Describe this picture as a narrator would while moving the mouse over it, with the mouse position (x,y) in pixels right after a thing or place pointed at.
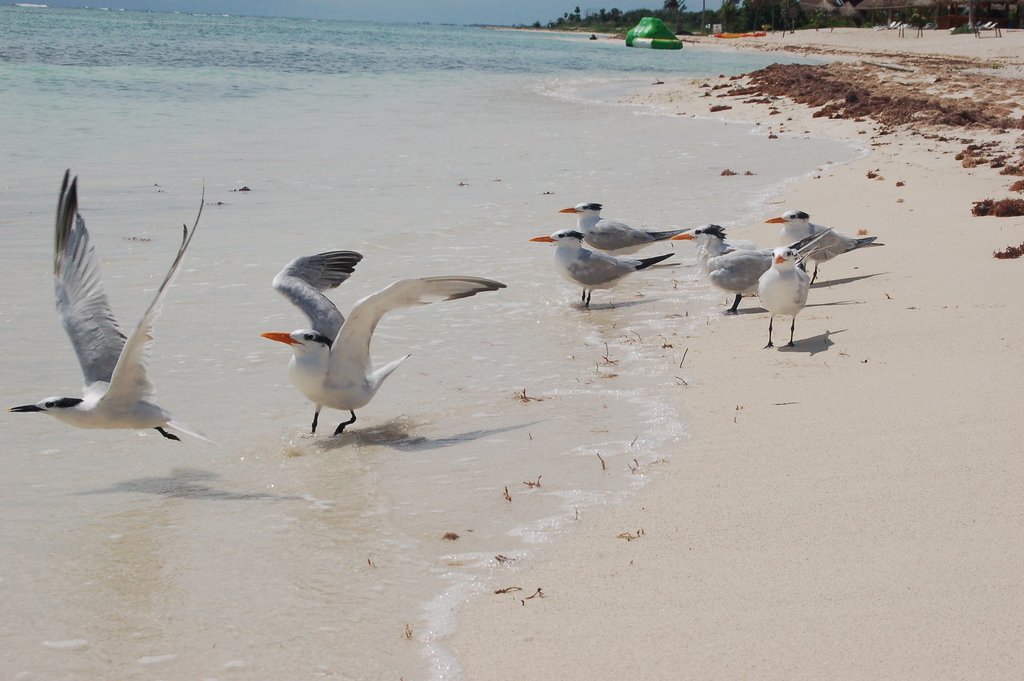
In this picture, we see birds (621,263) in white color. It has orange color beaks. At the bottom (634,560), we see the sand (783,566) and the water (309,177). This water (371,95) might be in the sea (253,125). In the background (645,39), we see a tent (671,38) or a boat (631,36) in green color. In the right top (889,15), we see the beach beds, trees (827,23) and a building (1021,24).
